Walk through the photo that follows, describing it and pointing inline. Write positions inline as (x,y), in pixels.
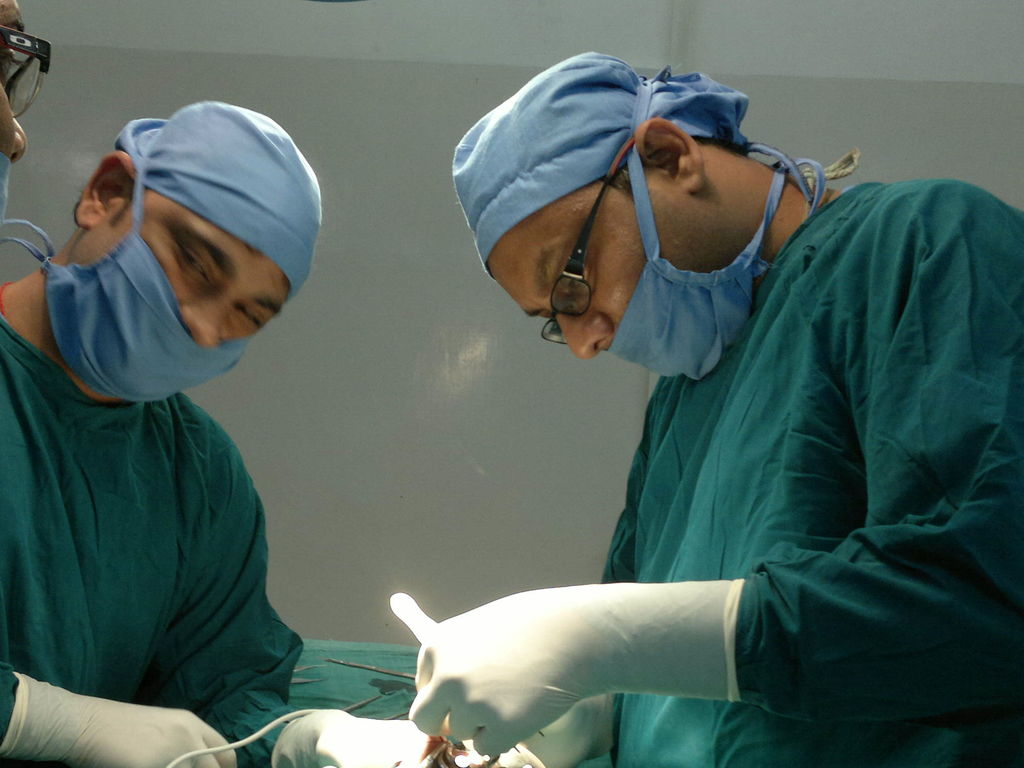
In the middle of the image (651,368) three persons (563,610) are standing and holding something in their hands (557,671). Behind them there is wall (367,375).
